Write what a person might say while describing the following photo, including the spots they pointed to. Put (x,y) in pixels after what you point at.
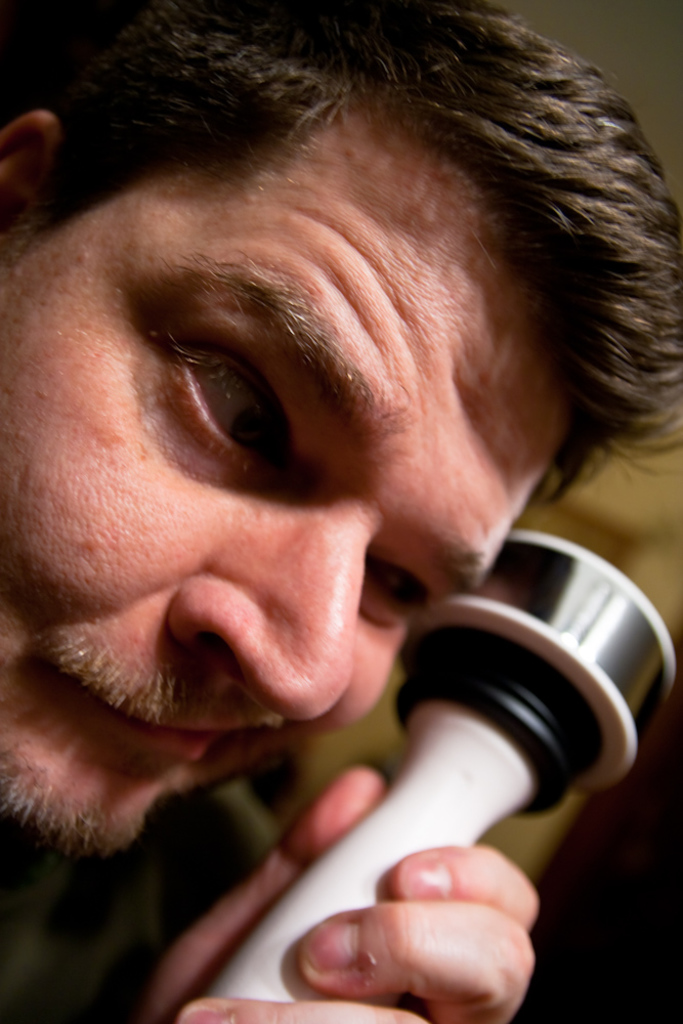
In this picture there is a man (259,356) holding an object (441,697). The background (617,510) is blurred.
